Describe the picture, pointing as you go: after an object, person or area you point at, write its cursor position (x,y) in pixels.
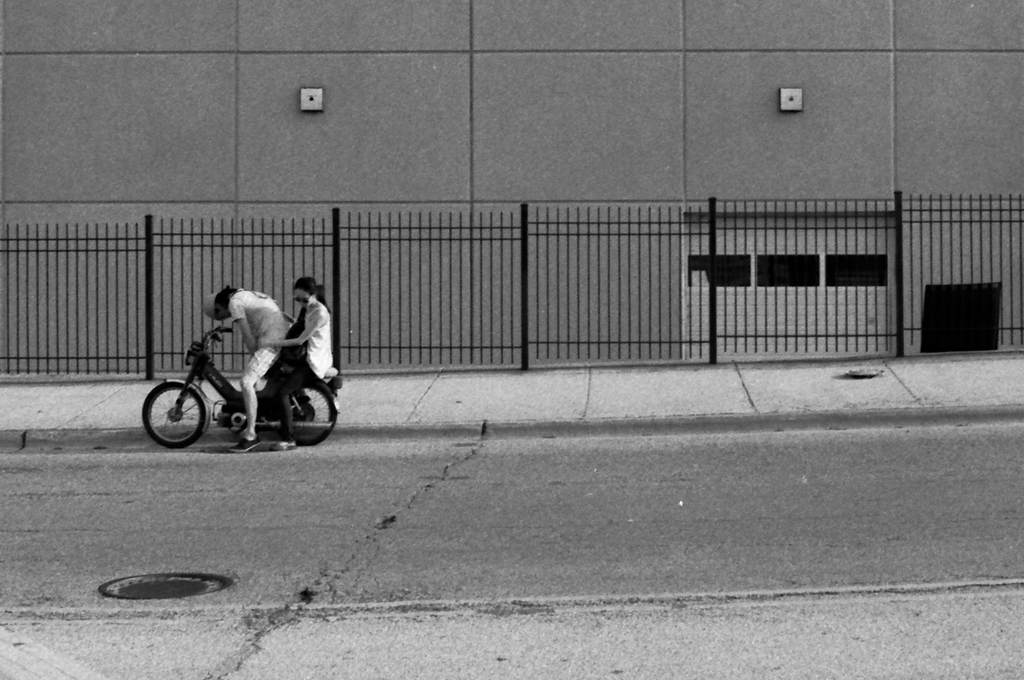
These two persons (259,329) sitting on the vehicle (243,407). This person (241,335) holding vehicle (187,406). This is road (447,472). This is fence (619,239). This is wall (522,105).
